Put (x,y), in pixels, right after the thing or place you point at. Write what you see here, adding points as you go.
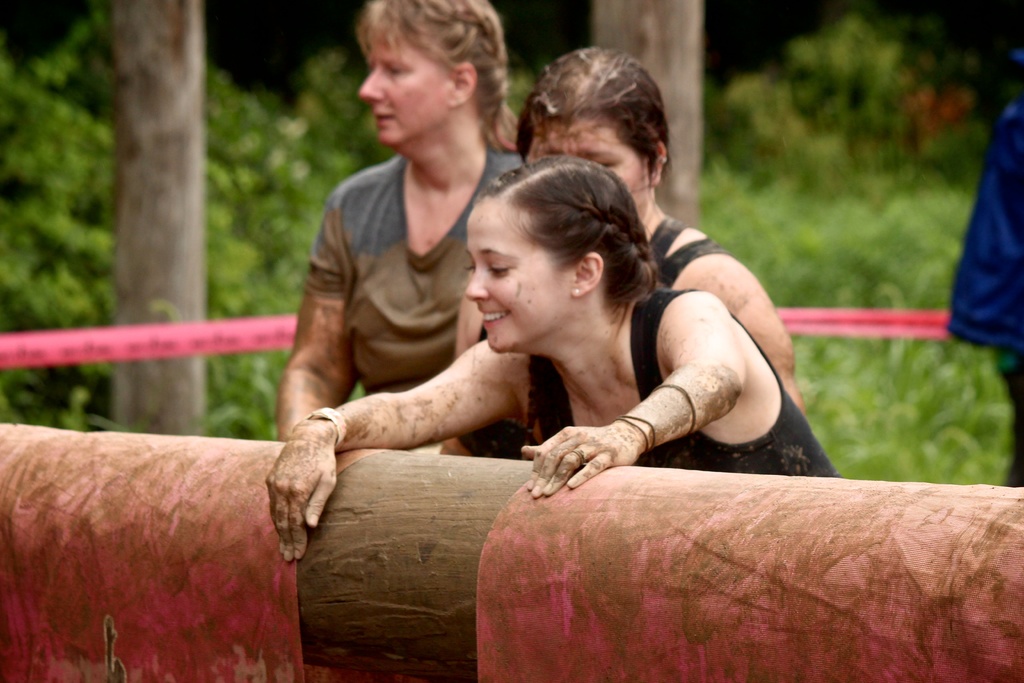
In this image we can see persons (373,333), wooden logs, ribbons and trees (206,169).
